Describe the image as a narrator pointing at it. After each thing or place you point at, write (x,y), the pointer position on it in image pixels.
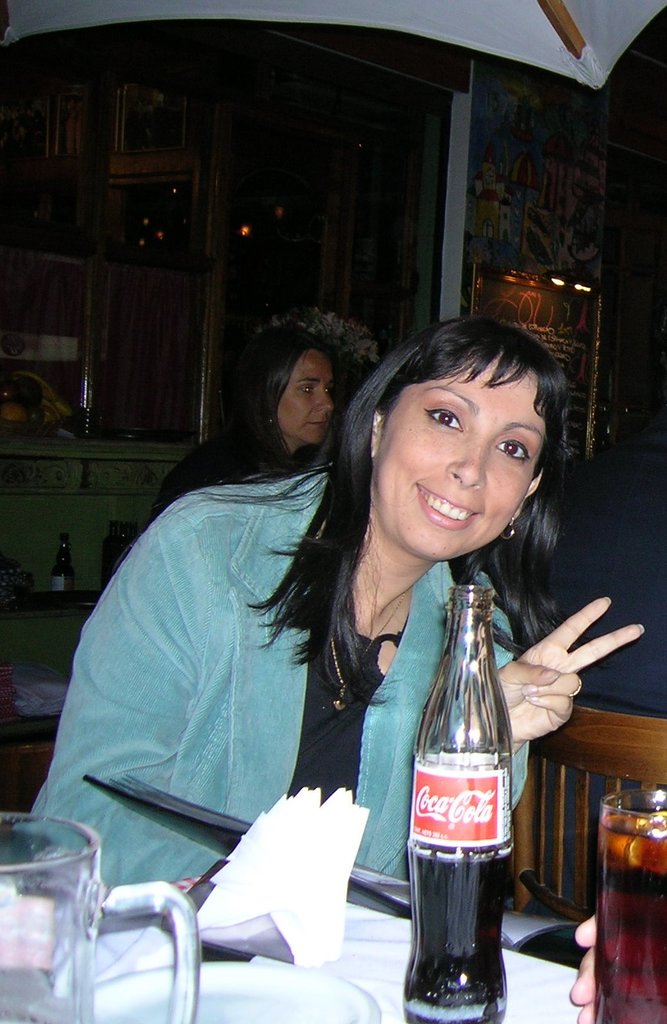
in this picture women (314,636) sitting on a chair (554,749) and she is posing for a picture in front of her there is a table (540,992) covered with white cloth (524,985) on that table (513,964) there is a bottle (456,888) and glass type mug (75,907) and back side there is a woman (244,451) sitting and looking towards other back of the women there is a shelf (43,503) which contains bottles (62,555).
